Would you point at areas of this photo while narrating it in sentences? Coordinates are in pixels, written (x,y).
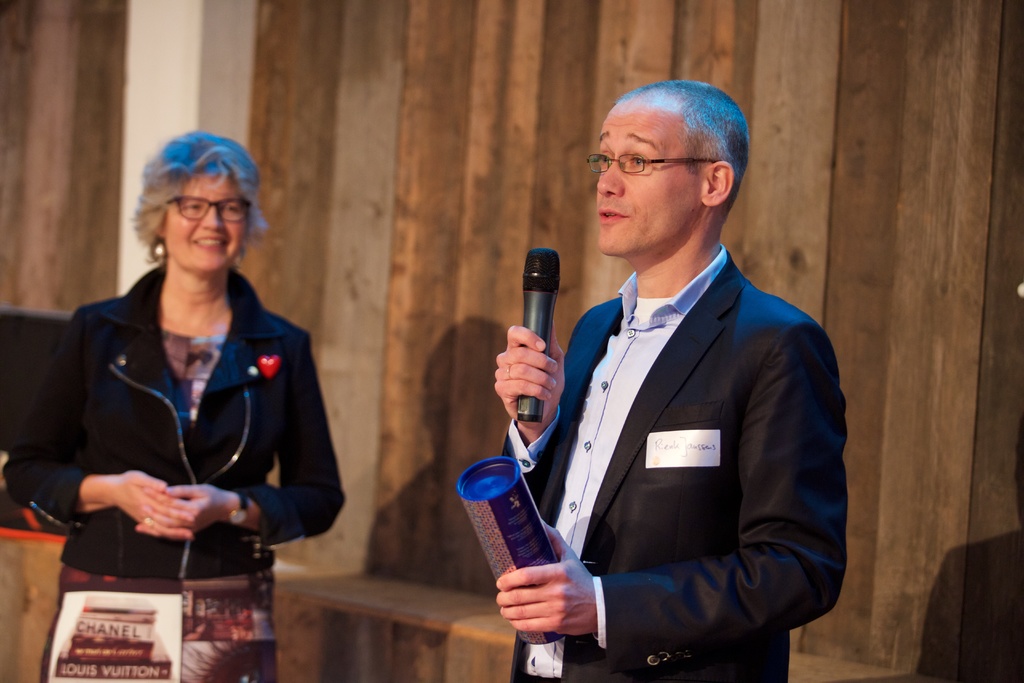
Here we can see that a man (609,172) is standing on the floor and holding a microphone (527,292) in his hand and he is speaking, and at beside a woman (245,295) is standing and smiling, and at back (360,90) here is the wall (460,153).
